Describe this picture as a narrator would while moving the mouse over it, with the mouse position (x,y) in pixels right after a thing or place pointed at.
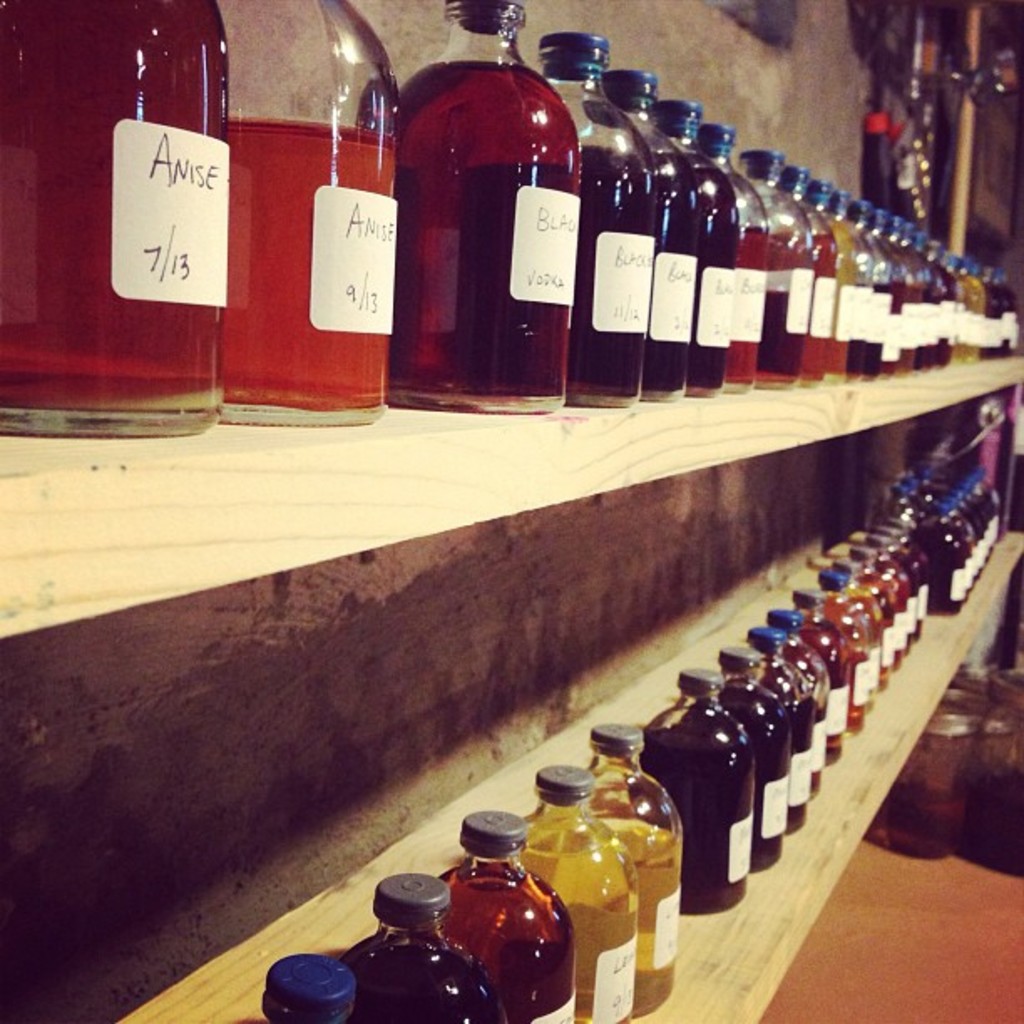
In this image On the shelves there are many bottles (654,372). In the background (829,121) there is a wall (808,149).
